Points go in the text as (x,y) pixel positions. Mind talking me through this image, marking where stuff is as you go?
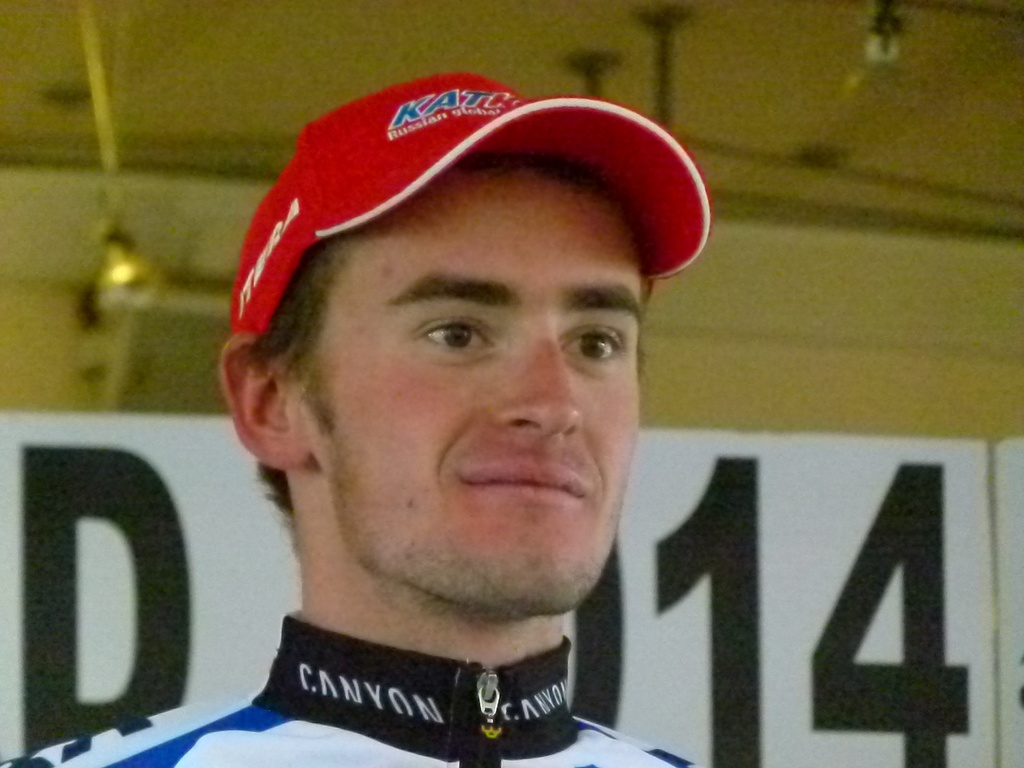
In front of the image there is a person (448,247) wearing a cap (652,130). Behind him there is a board (31,452) with some letters (116,491) on it. In the background of the image (871,392) there is a wall (853,303). There are lights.
